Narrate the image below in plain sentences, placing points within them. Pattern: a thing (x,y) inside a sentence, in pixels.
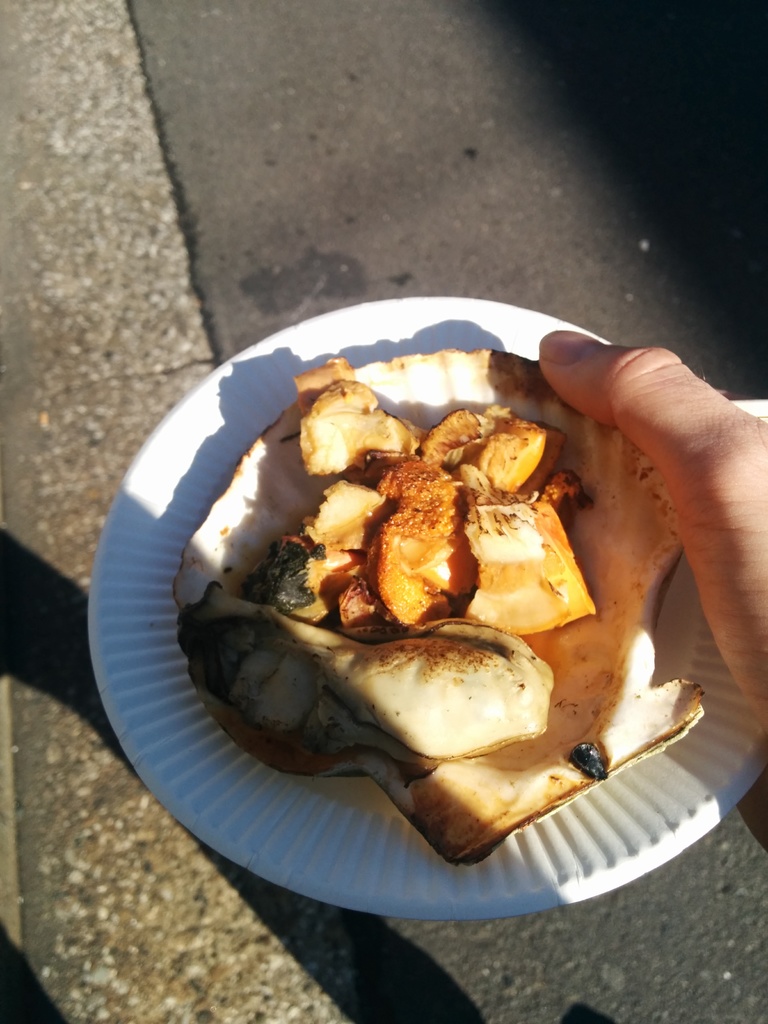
In this image we can see a person's hand (735,601) holding a plate (253,763) with food item (347,570). At the bottom of the image (510,1018) there is road (347,254).
